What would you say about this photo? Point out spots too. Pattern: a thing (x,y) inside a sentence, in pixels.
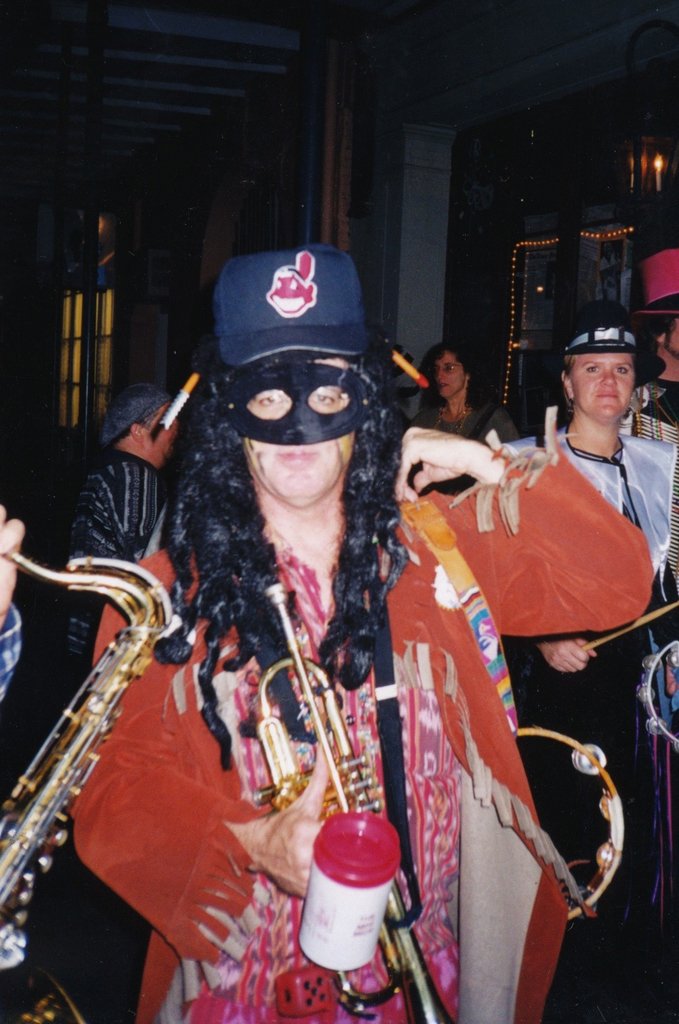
In this picture we can see group of people (388,627), few people (510,617) wore costumes (497,495), and few people (272,582) holding musical instruments (303,787), in the background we can see few lights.
